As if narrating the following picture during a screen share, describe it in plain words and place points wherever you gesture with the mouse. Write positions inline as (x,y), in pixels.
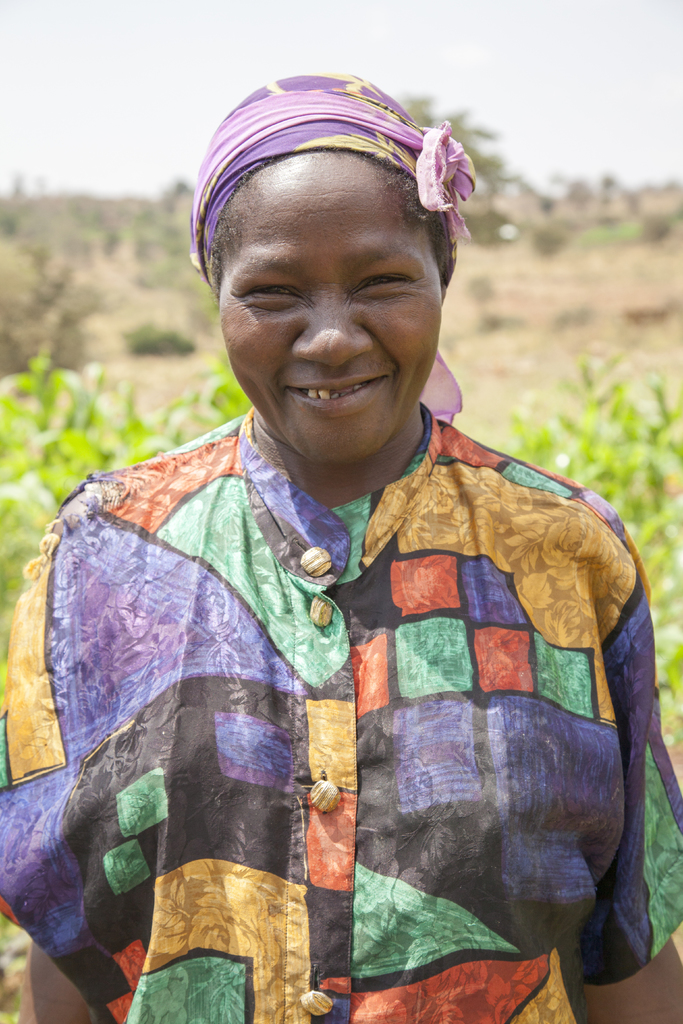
In the image we can see the close up picture of a woman (235,589) standing, wearing clothes (197,674) and she is smiling. Behind her we can see plants (637,447), the sky (186,97) and the background (617,32).
